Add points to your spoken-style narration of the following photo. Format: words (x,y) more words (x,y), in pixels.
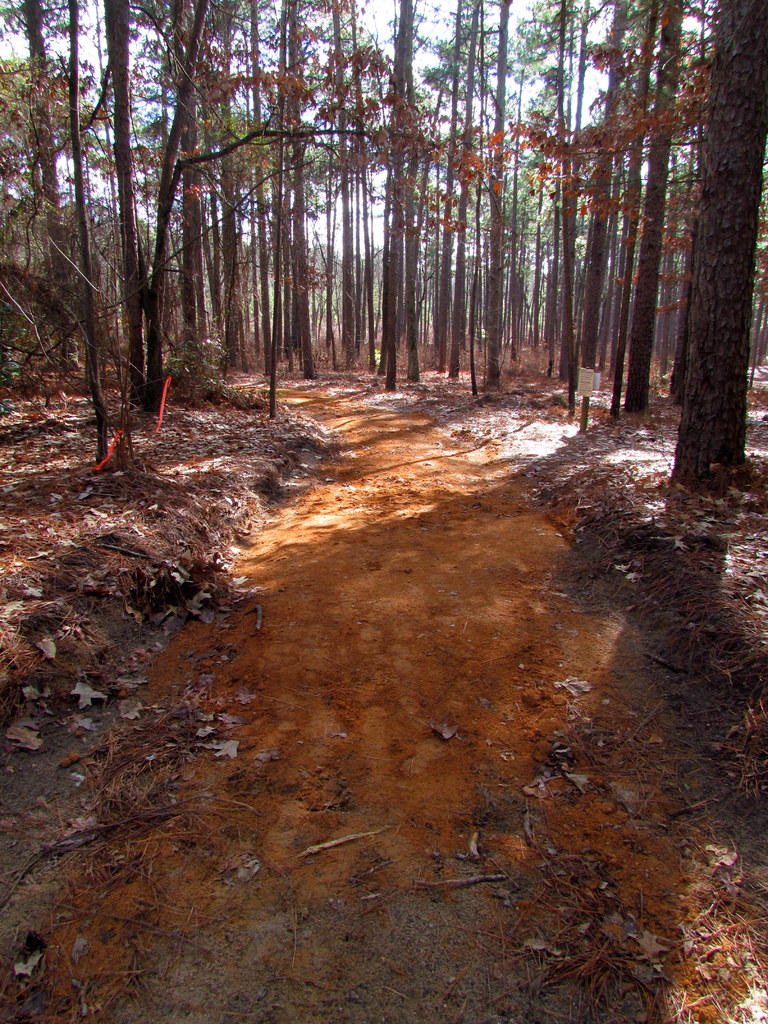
The picture is taken in woods (628,181). In the foreground of the picture (119,649) there is soil (304,645) and road (358,549). In the center of the picture (309,349) there are trees (740,362) and plants (192,344). In this picture we can see sunshine (341,505) falling through the trees (537,165).
